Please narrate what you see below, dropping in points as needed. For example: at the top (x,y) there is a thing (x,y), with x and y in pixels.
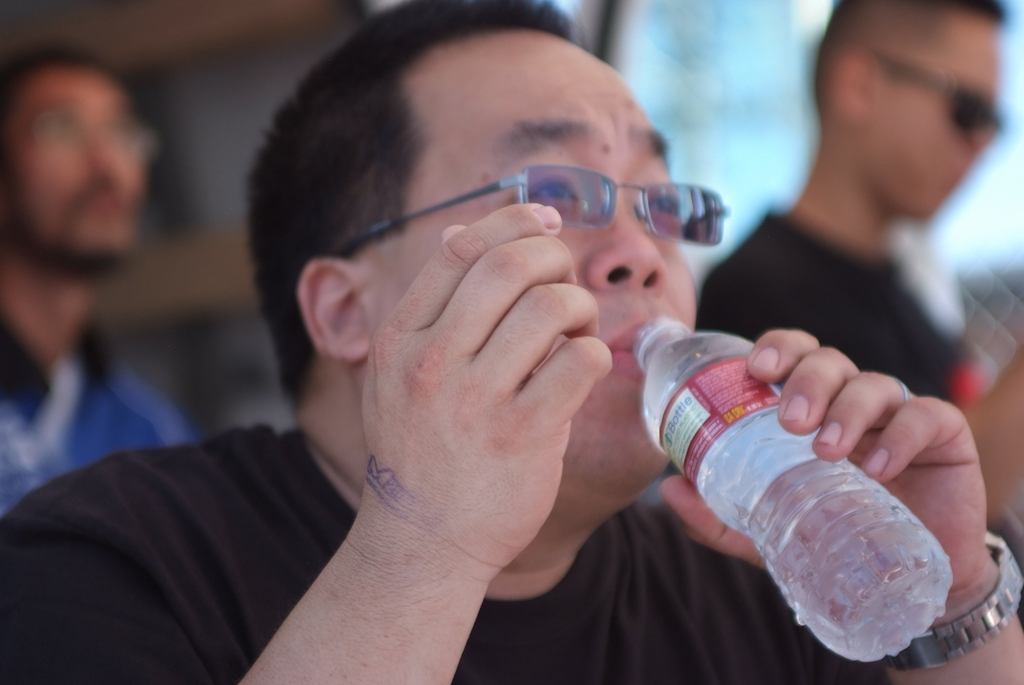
A person (185,525) wearing a black t shirt (158,535) also a specs (548,202) is drinking water (781,507) from a bottle (769,525). He is wearing watch (952,644). In the background (909,213) there are other two persons (58,329).
